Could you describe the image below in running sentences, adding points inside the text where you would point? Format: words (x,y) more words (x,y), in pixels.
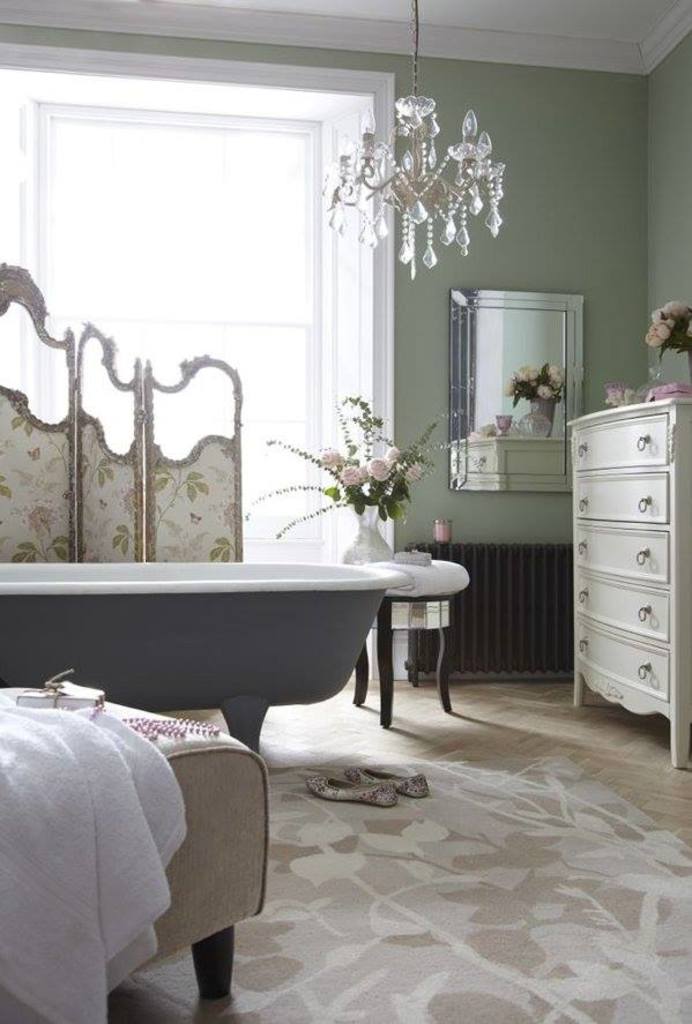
In the image we can see there is a towel (83,786) kept on the bench (189,771) and there is a bathtub (234,633) kept on the ground (278,751). There are ballet shoes (393,790) kept on the ground (437,843) and there are flowers (375,470) kept on the vase (392,544). There is chandelier (434,116) and there is mirror (553,398) kept on the wall (597,342).
